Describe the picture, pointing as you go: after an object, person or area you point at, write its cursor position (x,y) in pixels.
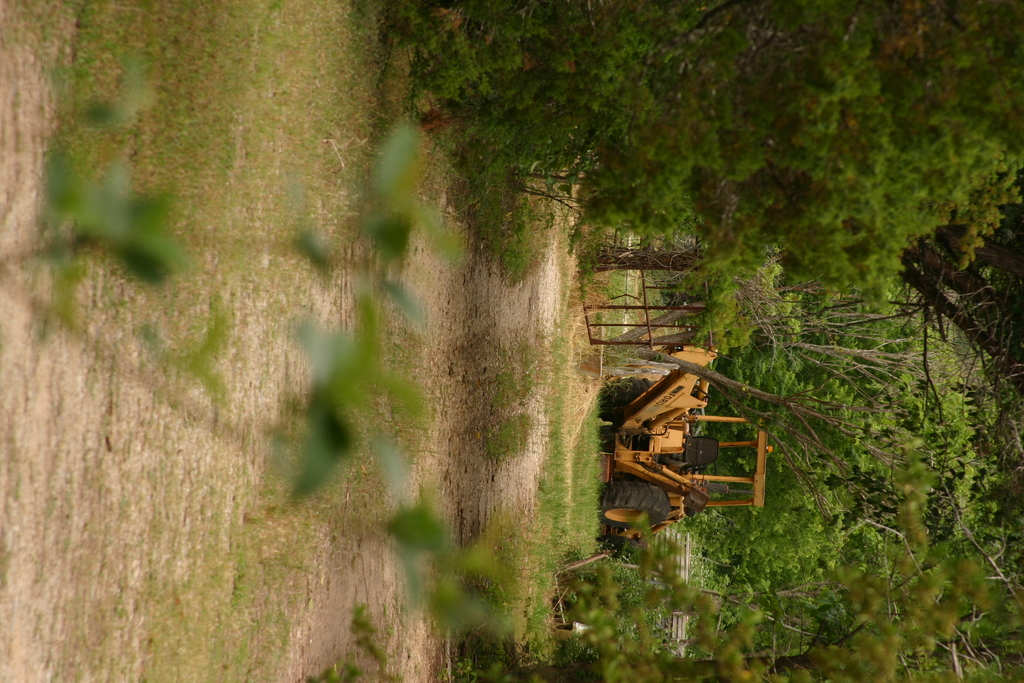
There is a plant (113,240), which is having green color leaves (453,549) on the ground (206,442). On which, there is grass (208,174) and trees (864,81). In the background (664,476), there is a excavator (677,444) on the grass (286,243) on the ground (37,431).
